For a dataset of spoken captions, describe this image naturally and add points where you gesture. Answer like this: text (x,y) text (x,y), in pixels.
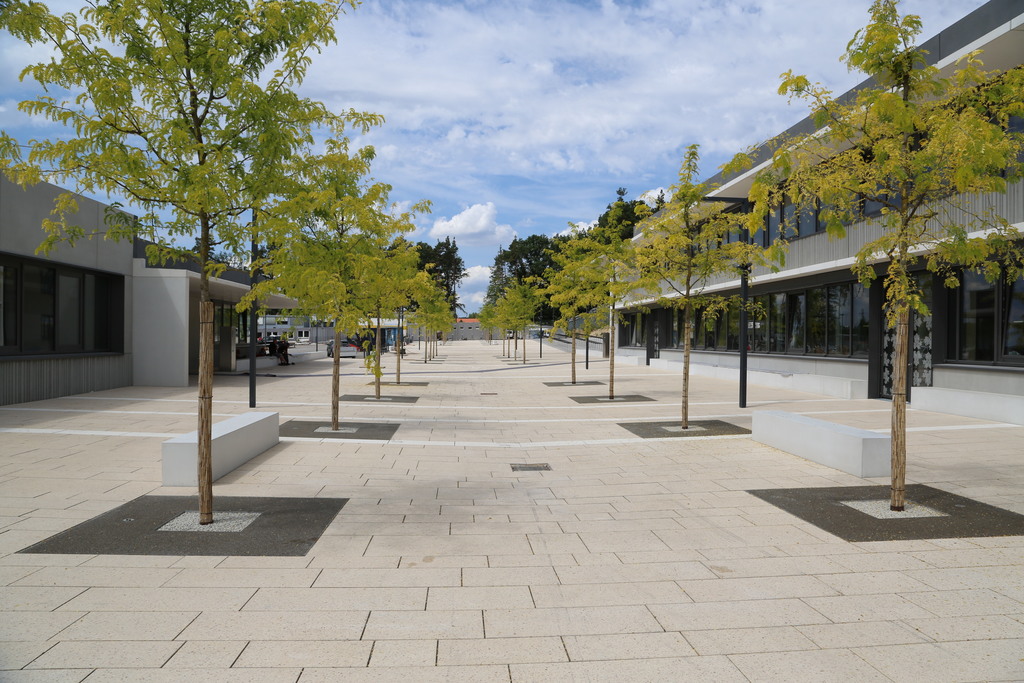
There is a way (461,468) and there are trees (576,326) and buildings (146,286) on either sides of it.
